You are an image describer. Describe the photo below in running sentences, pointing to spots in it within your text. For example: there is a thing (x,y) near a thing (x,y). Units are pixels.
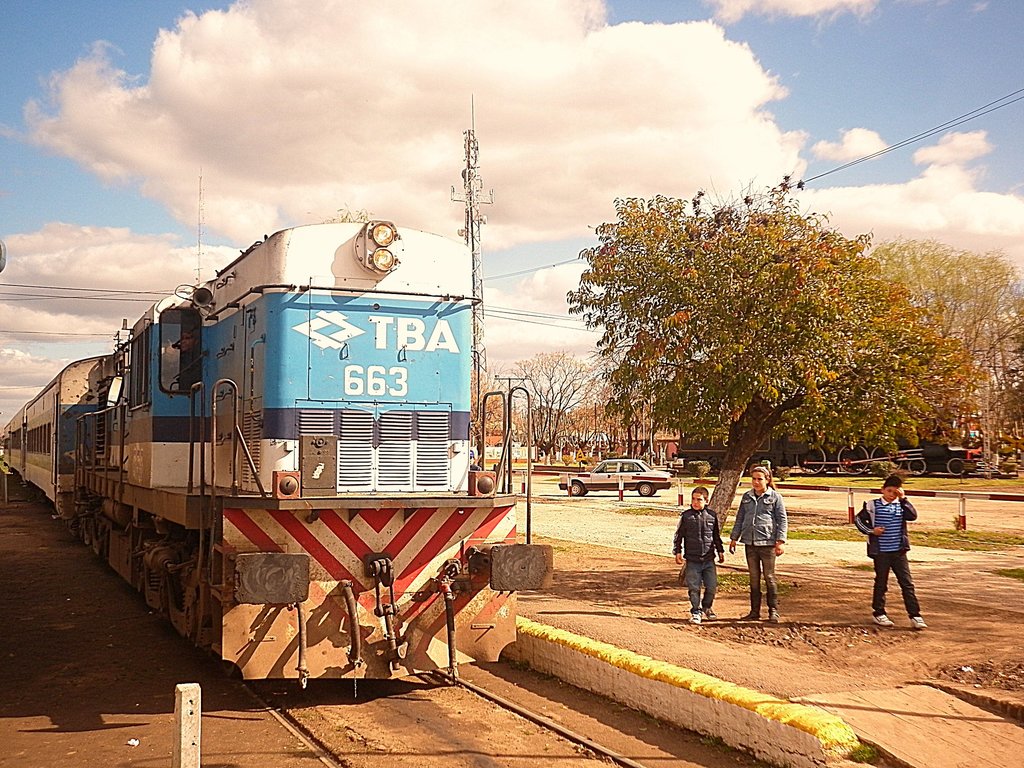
In this image we can see a train (343,578) on the track (373,680). On the right side (884,512) we can see some people (870,507) standing. We can also see some trees (680,434), car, poles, fence (705,482), a tower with some wires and the sky (693,117) which looks cloudy.
